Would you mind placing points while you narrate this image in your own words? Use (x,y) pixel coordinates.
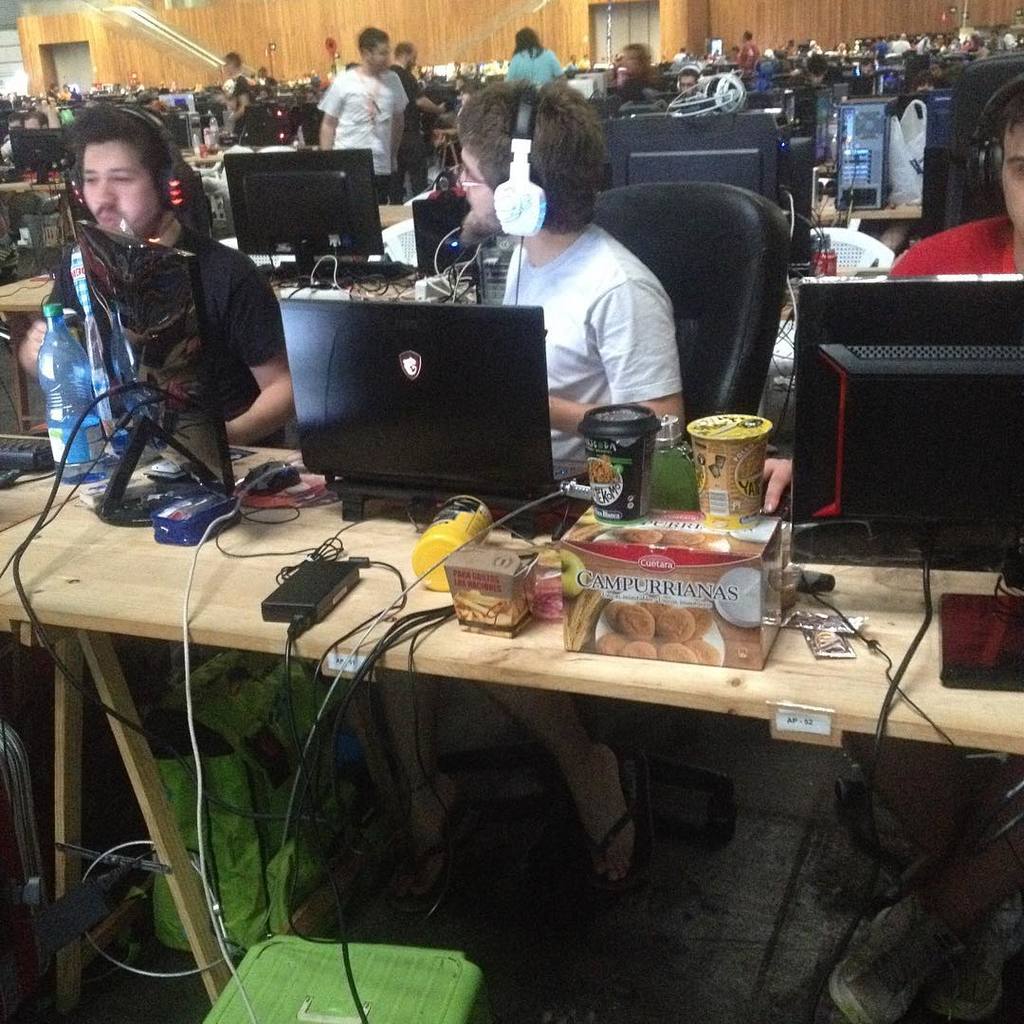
In this image I can see number of people (350,88), tables (319,628) and computer systems (959,473). I can also see most of them are wearing headphones (131,112). On this table (813,668) I can see few boxes (646,609), few glasses (638,521) and few bottles (60,315).
